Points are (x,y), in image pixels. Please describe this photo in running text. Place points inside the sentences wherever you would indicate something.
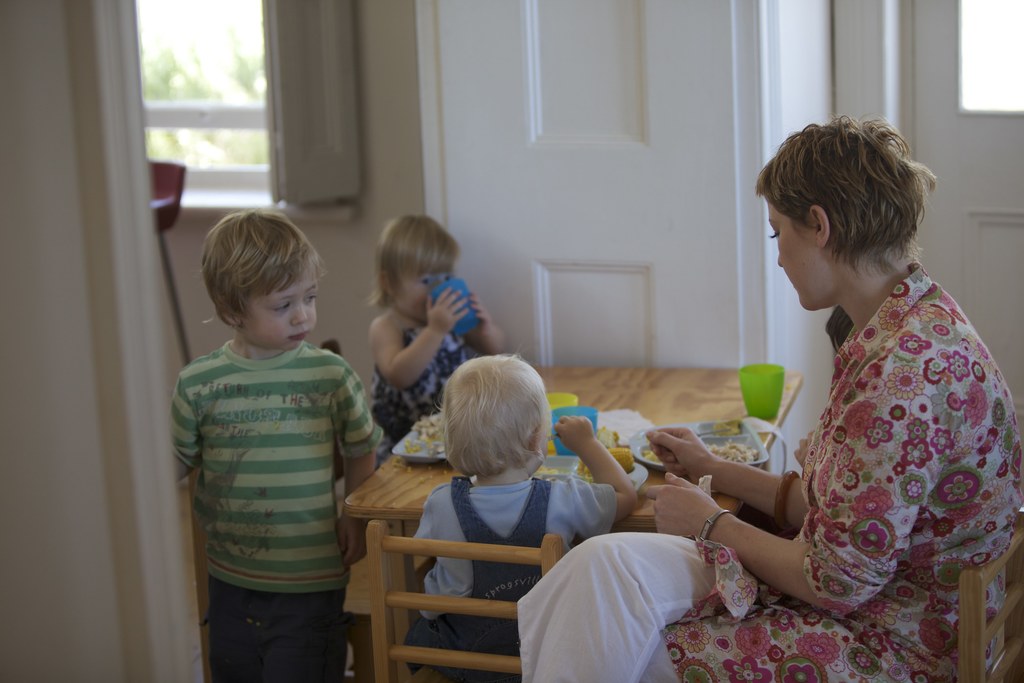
There is a woman (949,638) sitting on the chair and three kids (367,412) at the table (646,398). On the table (700,389) there food items (628,458) and cups (594,417). In the background (254,125) there is a window (261,117), wall (370,178) and doors (580,226).
